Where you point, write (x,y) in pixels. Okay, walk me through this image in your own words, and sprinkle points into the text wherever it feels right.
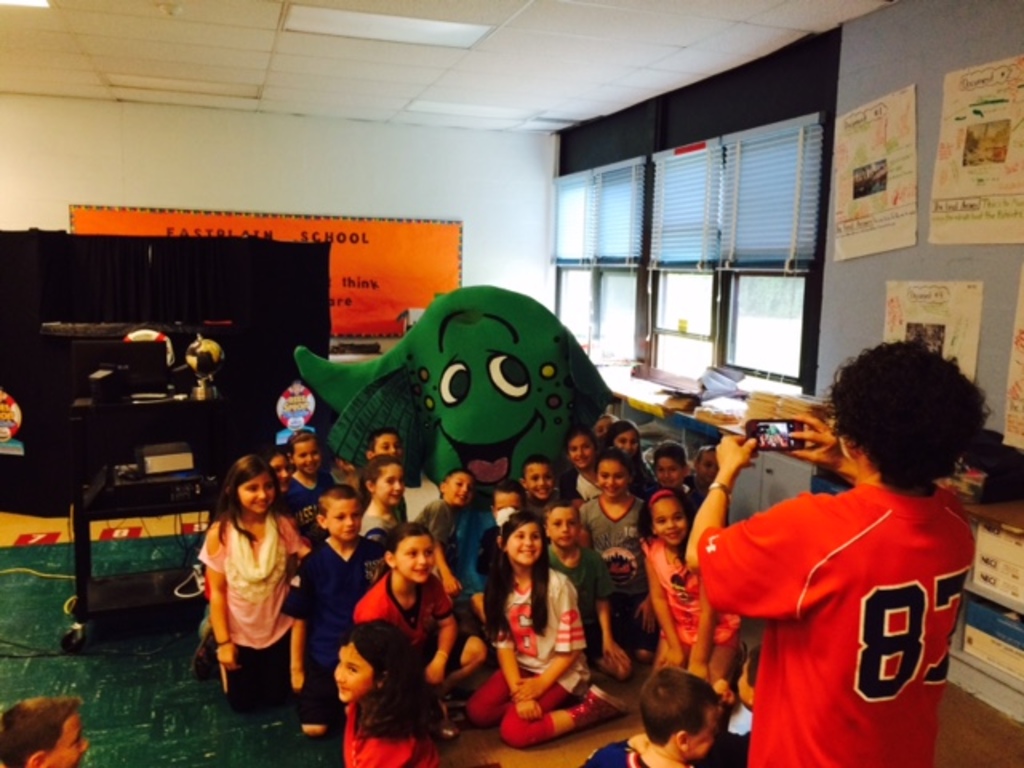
In the center of the image (604,422) there are many children (258,668) sitting on the floor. At the right side of the image (843,408) there is a person (839,387) holding a camera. He is wearing a red color shirt (957,523). At the background of the image (418,158) there is a wall (26,181) and poster (409,232) sticked on to it. At bottom of the image (117,646) there is a green color mat (188,693). At the right side of the image (1002,34) there is a wall (853,72) with posters (1023,219) sticked on it and there is window (578,302).
